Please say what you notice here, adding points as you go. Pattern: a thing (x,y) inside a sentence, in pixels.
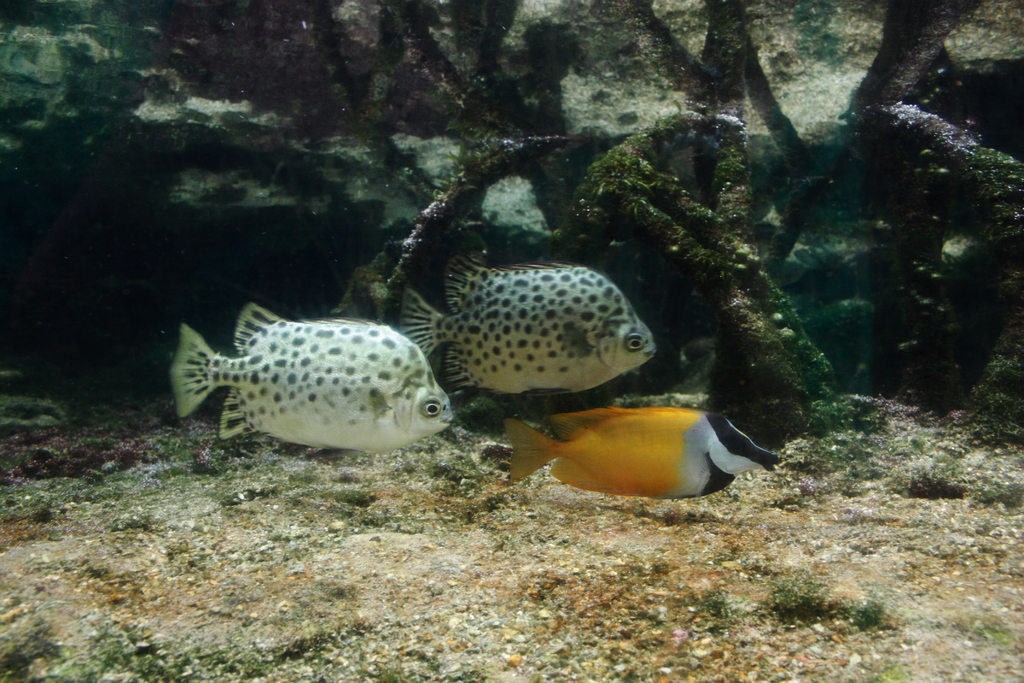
There are beautiful white and black color fishes (420,360) that are swimming in this water (459,414) and there is a fish (533,434) in golden black color in the water (639,498).
